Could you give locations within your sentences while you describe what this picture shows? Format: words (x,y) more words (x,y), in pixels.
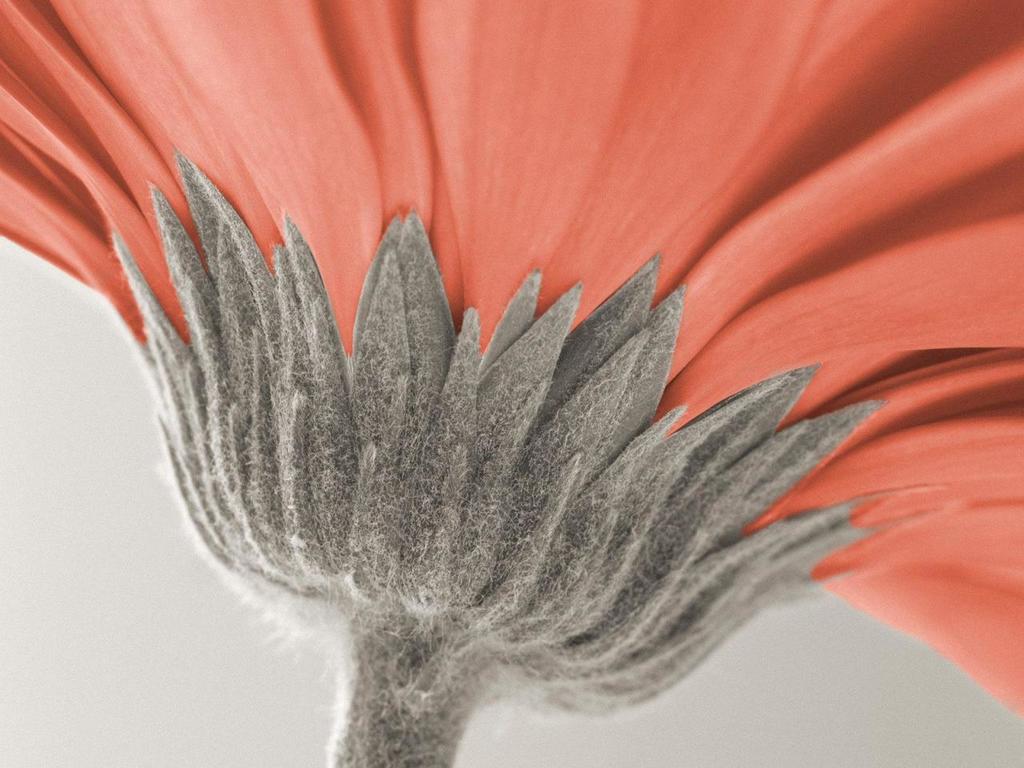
In this picture, we see a flower (407,204) in orange color. At the bottom (467,596), we see the sepals (413,382) and the stem (409,687) of the flower (436,667) in grey color. In the background (146,575), it is white in color.
